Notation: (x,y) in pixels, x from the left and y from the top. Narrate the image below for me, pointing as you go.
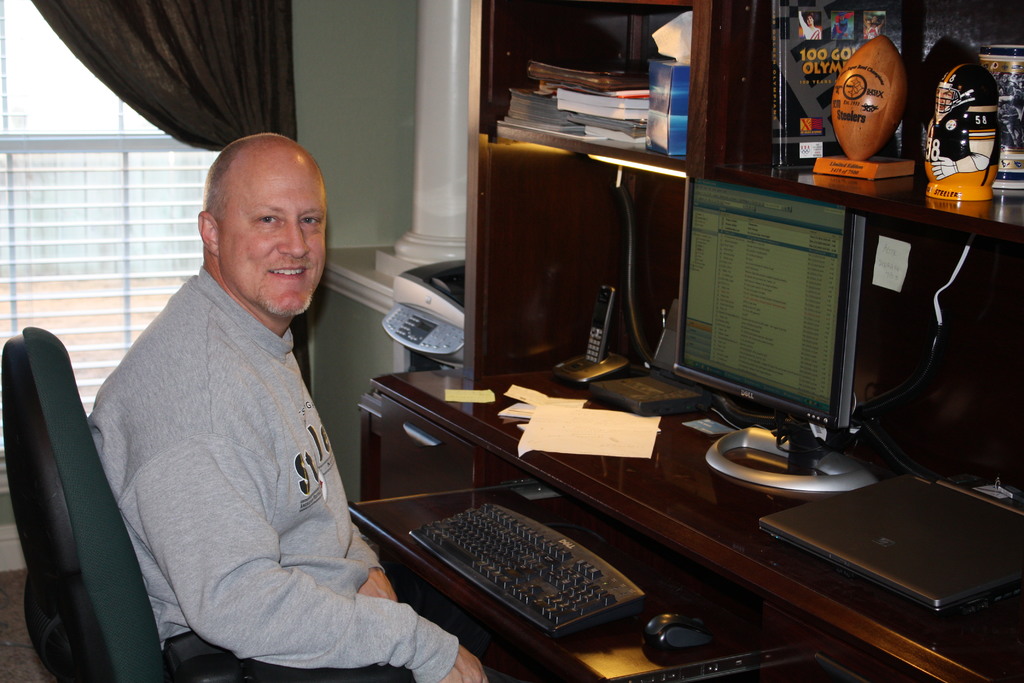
Bottom left side of the image (209,496) a man (301,217) is sitting and smiling. Bottom right side of the image (797,613) there is a table (605,662) on the table (537,460) there is a screen (765,260), keyboard (627,584), mouse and there is a landline phone (610,285) and there are some books (641,82) and there are some products (985,123). Behind him there is a wall (294,42) and window (23,123) and there is a curtain (165,62).
